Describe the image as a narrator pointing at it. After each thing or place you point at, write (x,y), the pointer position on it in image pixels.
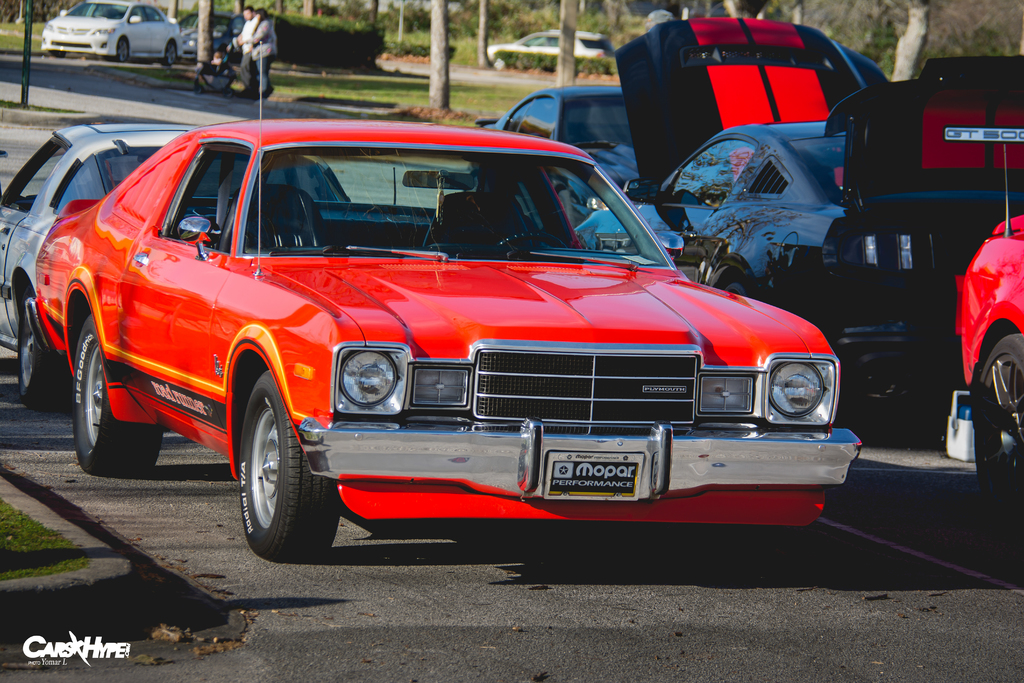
In this picture I can see the watermark (73,655) in the bottom left hand side (109,650). There are vehicles (528,159) in the middle (473,302), at the top (325,45) I can see the two persons (264,52), bushes (279,49) and trees (430,69).
